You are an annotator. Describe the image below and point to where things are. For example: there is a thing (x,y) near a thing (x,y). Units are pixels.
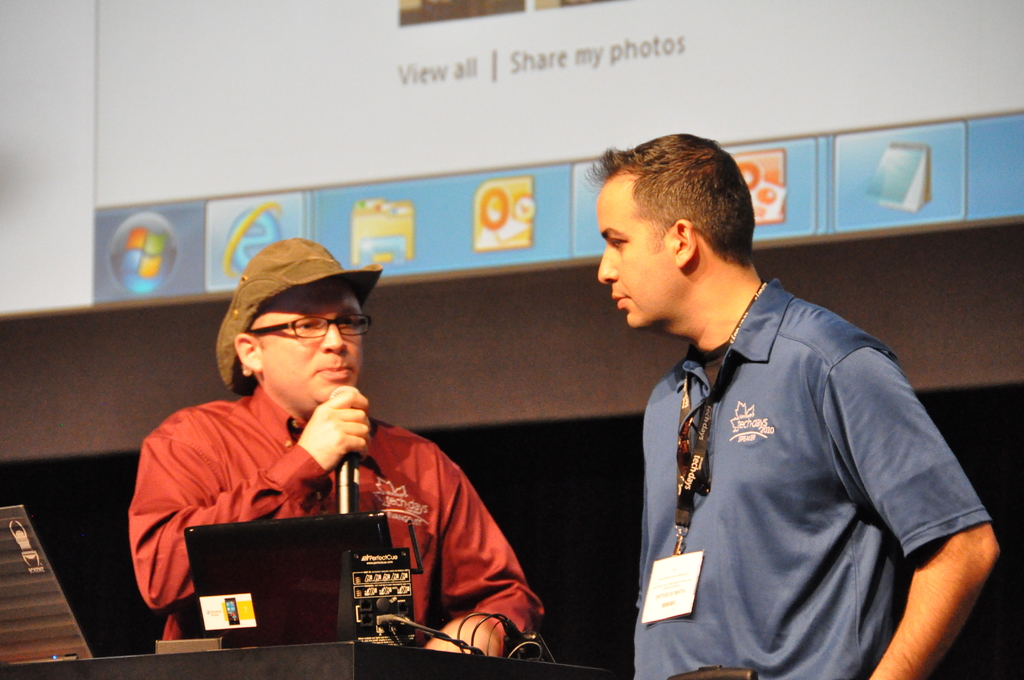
In this image we can see men (708,543) standing and one of them is holding a mic (352,484) in the hands (345,450) and a table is placed in front of them. On the table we can see laptop (257,584) and cables (408,618). In the background (293,106) there is a display screen (533,119).
